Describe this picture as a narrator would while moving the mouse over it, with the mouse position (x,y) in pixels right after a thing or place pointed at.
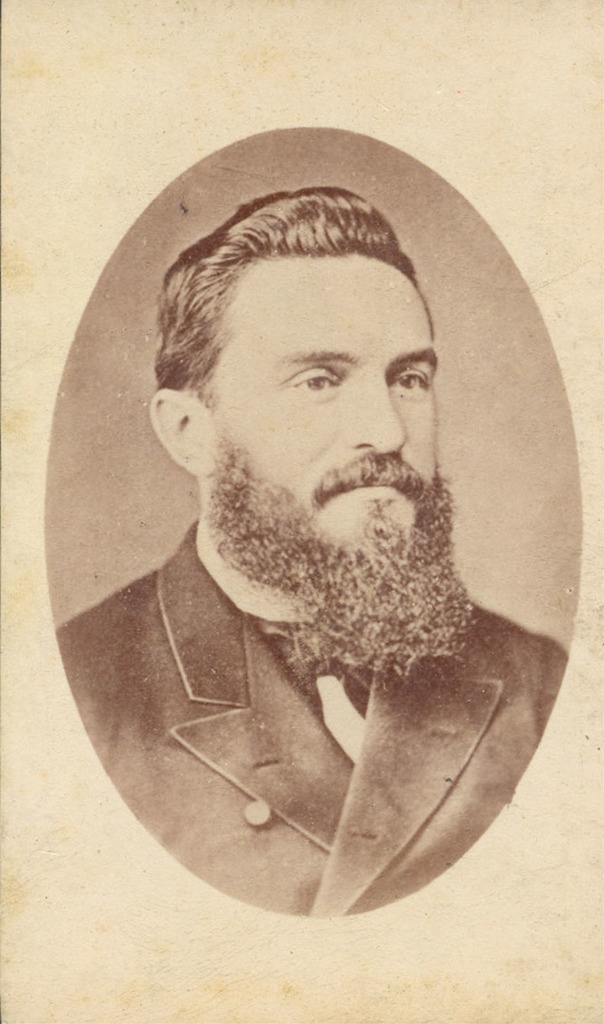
In this image there is a photo (165,648) of a person (256,533).
